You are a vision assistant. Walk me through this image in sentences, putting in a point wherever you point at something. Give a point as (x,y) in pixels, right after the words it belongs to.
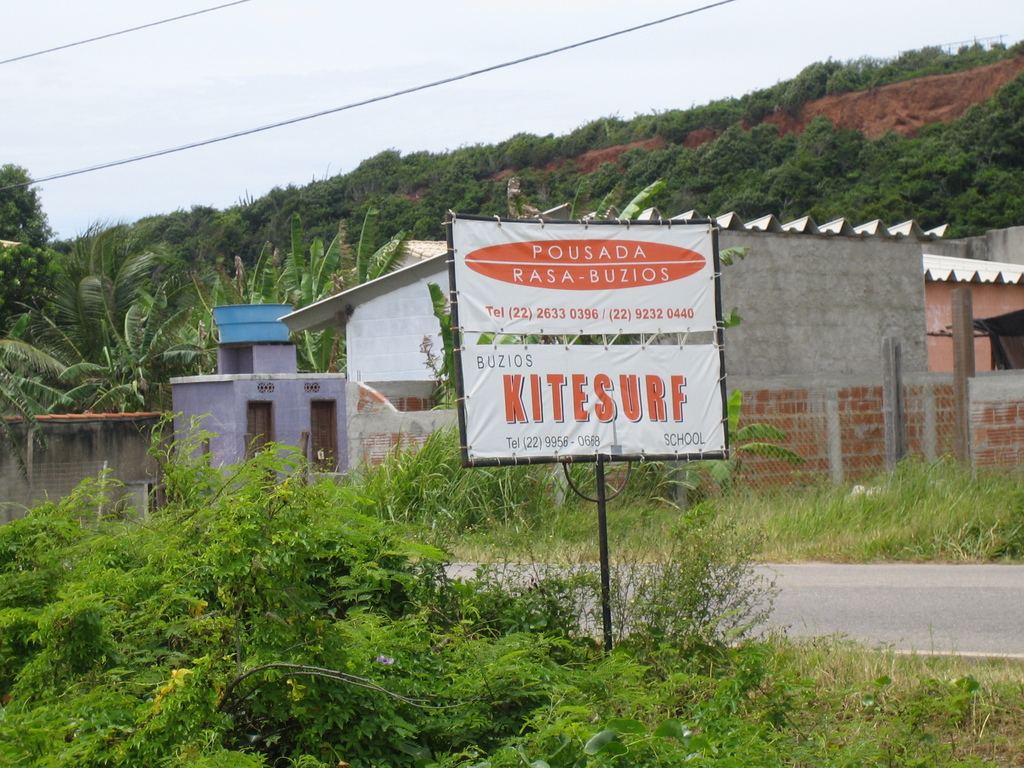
In this image I can see road (1021,568), a white color board (534,435), buildings (208,417), grass (957,735), trees (31,397), sky (362,123) and wires (352,107). Here on this board (660,387) I can see something is written.
